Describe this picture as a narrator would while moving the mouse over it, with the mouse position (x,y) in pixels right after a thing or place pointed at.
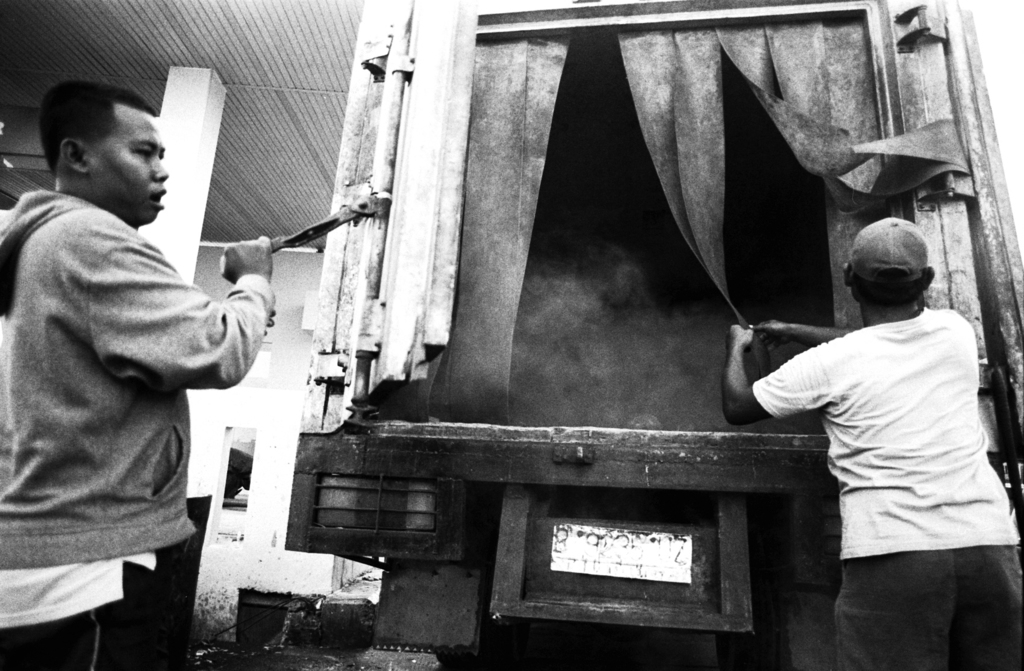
This is a black and white image, in this image there are two persons (237,370) and there is a van (932,125).
